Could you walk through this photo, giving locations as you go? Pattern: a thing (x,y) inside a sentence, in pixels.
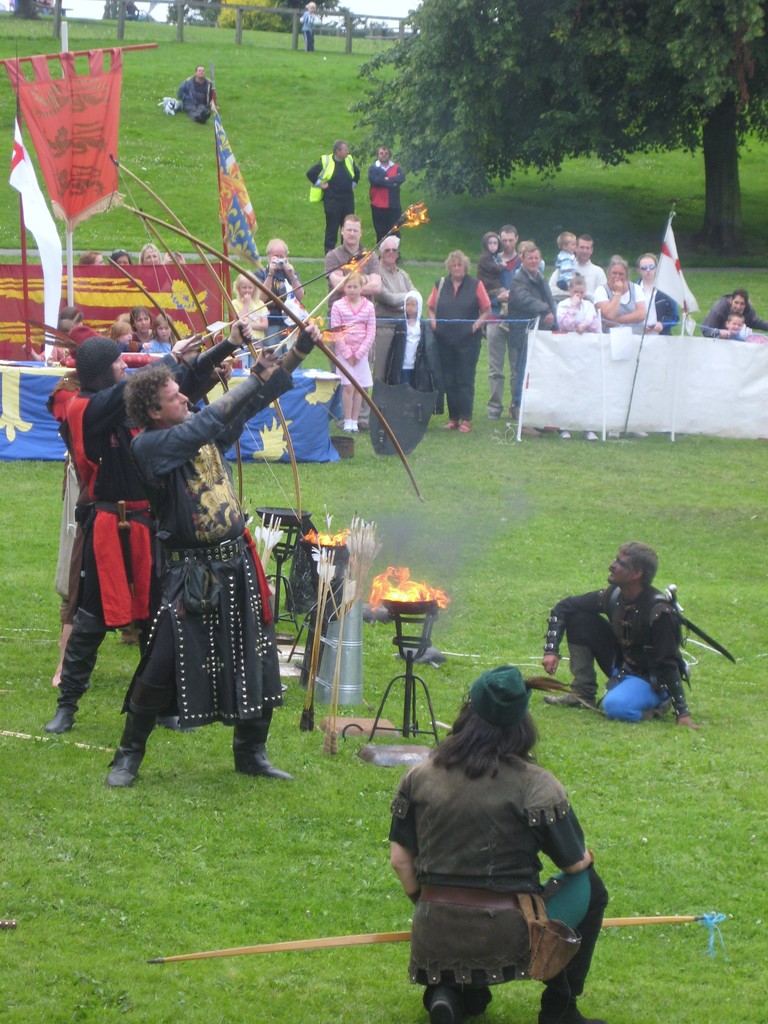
In this image I can see an open grass ground (210,232) and on it I can see number of people (544,980). In the front (294,458) I can see few people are wearing costumes (266,588) and I can see few of them are holding bows (183,227) and arrows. In the background (0,438) I can see few flags (160,302), few clothes (607,370) and number of trees (475,157). I can also see fire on these stands (333,547) in the centre (325,537).
